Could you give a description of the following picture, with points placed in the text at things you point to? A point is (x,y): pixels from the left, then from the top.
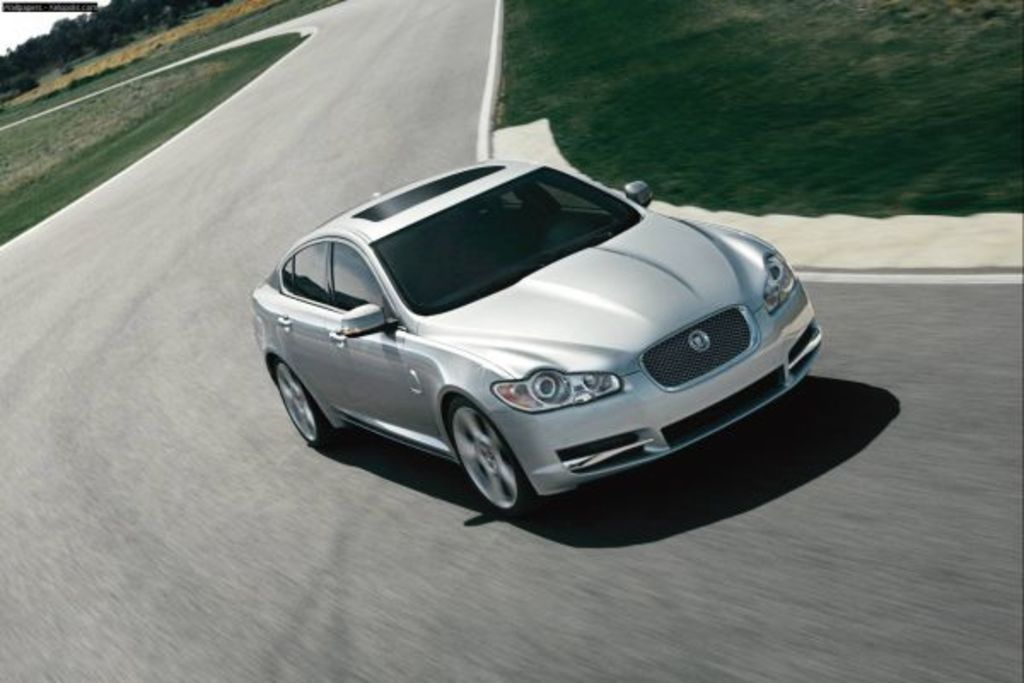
In this image there is a car (616,392) present on the road (790,580). Grass (105,134) and trees (95,40) are visible in this image.
